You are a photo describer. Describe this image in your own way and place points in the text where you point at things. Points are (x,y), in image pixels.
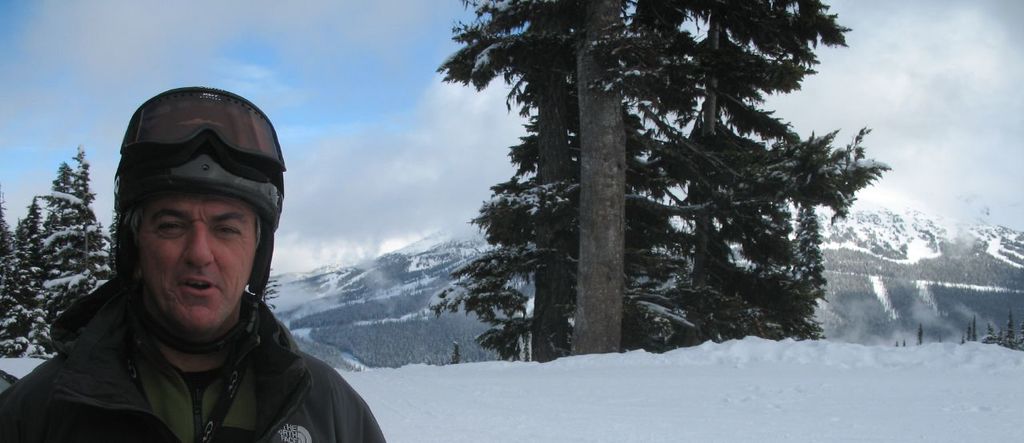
On the left side of the image (232,112) there is a person (171,271) standing on the snow (420,422). In the background (461,316) there are mountains (381,306), snow (602,387), trees (602,270), sky (381,194) and clouds (351,205).
